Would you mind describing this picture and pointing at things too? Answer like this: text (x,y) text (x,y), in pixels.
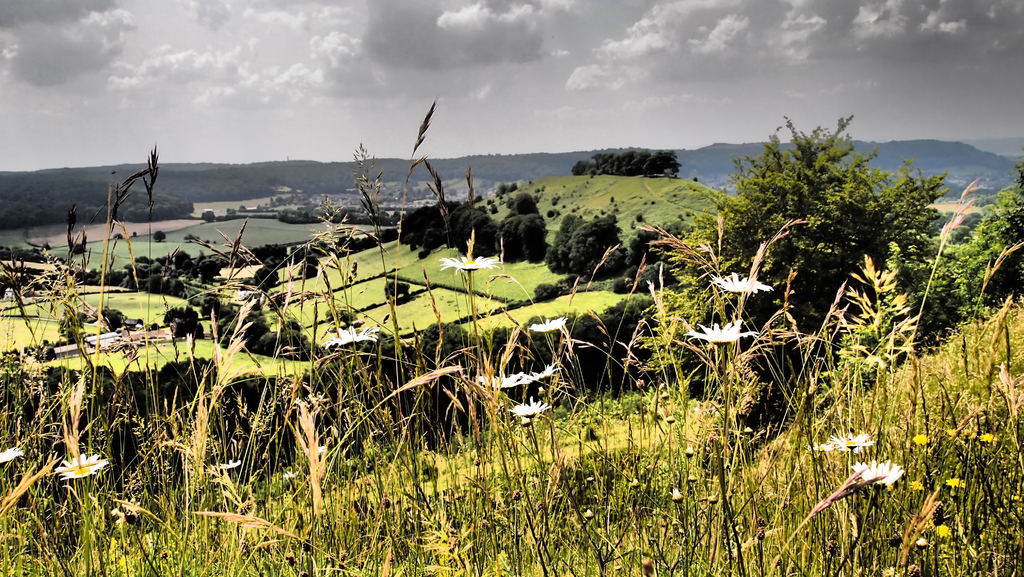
In this image I can see the plants (511,428). There are the white and yellow color flowers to the plants (424,424). In the background (369,221) there are many trees (457,209), mountains (547,165), clouds (518,12) and the sky (438,134).
